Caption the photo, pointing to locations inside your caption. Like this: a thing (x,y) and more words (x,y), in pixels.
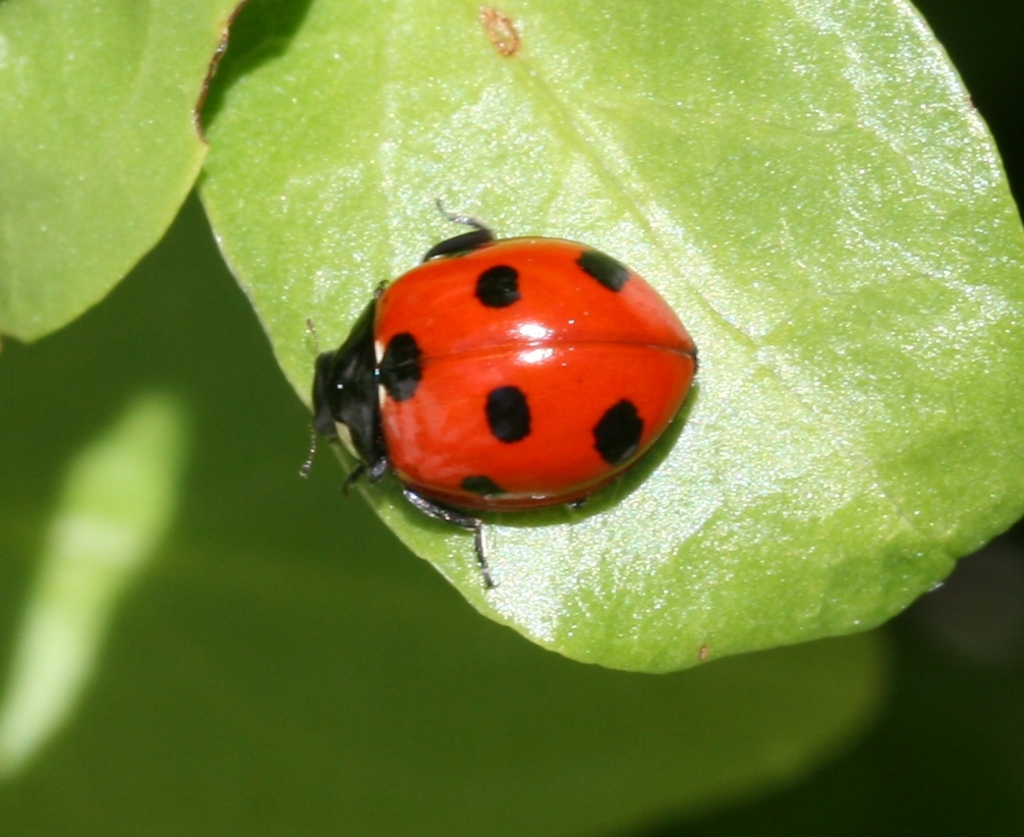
In this picture we can see an insect (534,397) and leaves (520,232) in the front (399,240), there is a blurry background (112,433).
